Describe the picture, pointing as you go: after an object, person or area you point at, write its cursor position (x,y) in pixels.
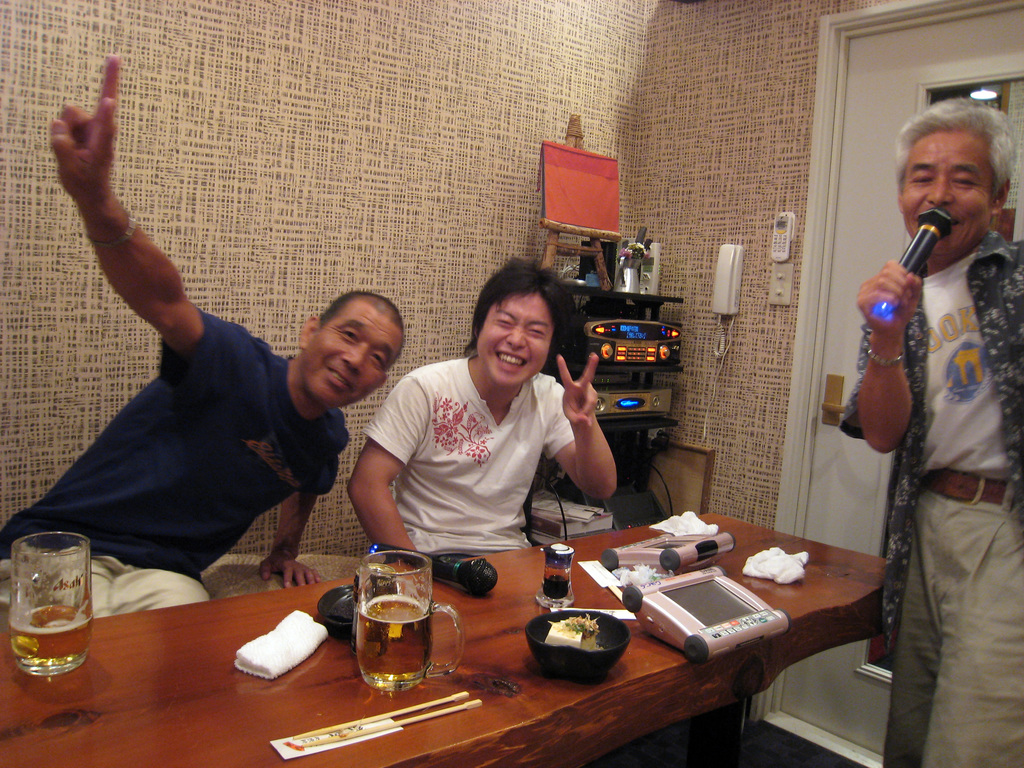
This picture is taken in a room (540,662) of a house (754,349). In the foreground (606,709) there is a table (739,559), on the table (217,664) there are bowls (568,666), jars (547,605), remote (676,625), screens (683,606), tissues (770,552), chopsticks (405,724), glasses (68,593) and a cloth (261,648). On the right (1003,321) a man (1001,356) is standing holding a microphone (913,258). On the left (163,450) there is a man (160,469) seated. in the center (491,437) a man (493,461) is seated and laughing. In the center of the background (635,332) there is a music control system (646,350) and a telephone (732,259). On the top right (919,60) there is a door (825,357). In the background (651,100) it is wall (548,78).
